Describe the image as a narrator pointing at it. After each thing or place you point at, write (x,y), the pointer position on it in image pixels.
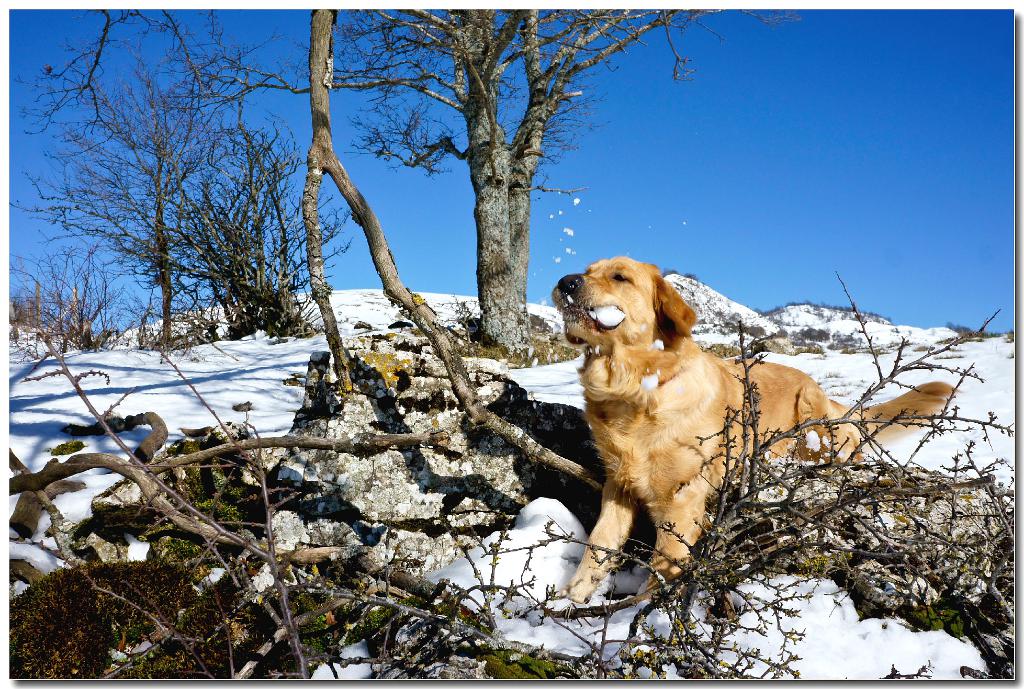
In this image we can see a dog (649,438) standing on the snow (496,532). In the foreground (258,582) we can see the branches (724,563) of a tree (276,588). In the background (428,230), we can see a group of trees (224,239) and sky (778,213).
